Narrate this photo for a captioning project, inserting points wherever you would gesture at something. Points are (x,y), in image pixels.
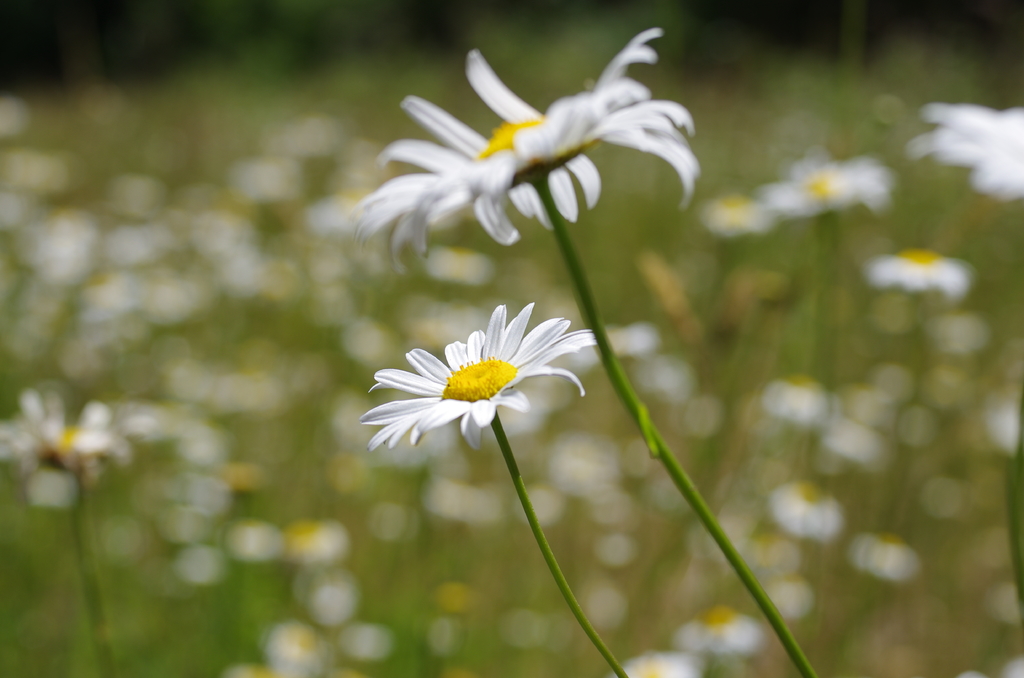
In this picture we can see stems (627,389) with flowers (516,148) and in the background (325,310) we can see flowers (767,205) and it is blurry.
